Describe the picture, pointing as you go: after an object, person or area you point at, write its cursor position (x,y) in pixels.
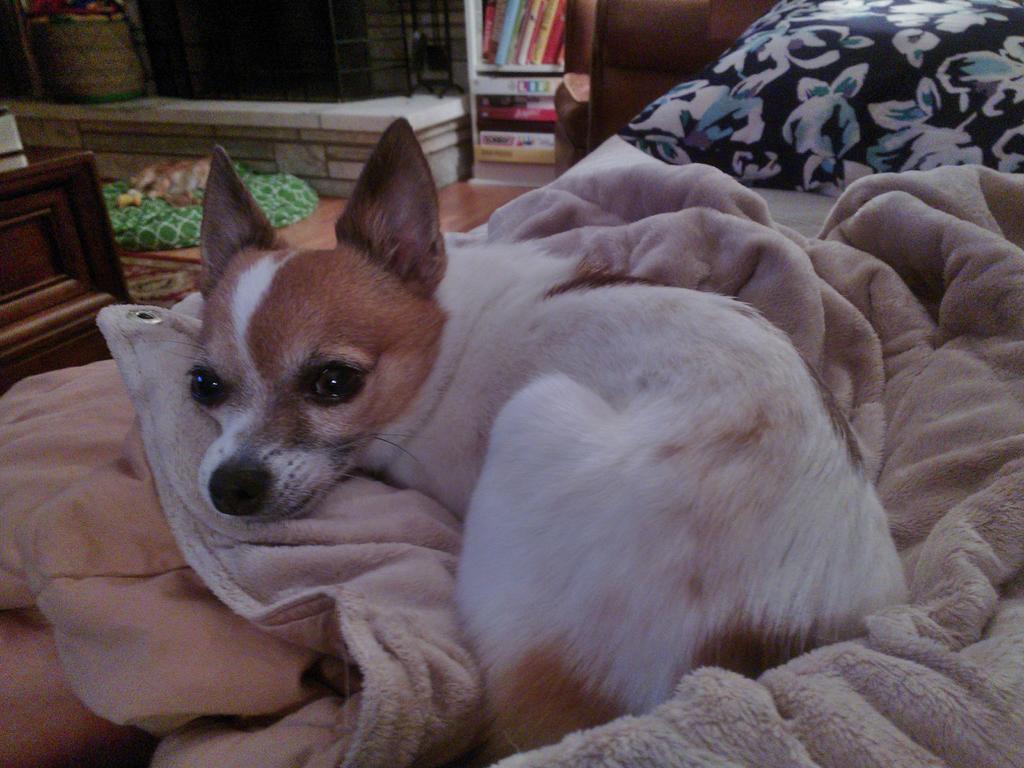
In this image we can see a dog (477,564) on the bed (154,740). Here we can see a blanket (854,399), pillow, floor (335,211), and few objects (233,57).
